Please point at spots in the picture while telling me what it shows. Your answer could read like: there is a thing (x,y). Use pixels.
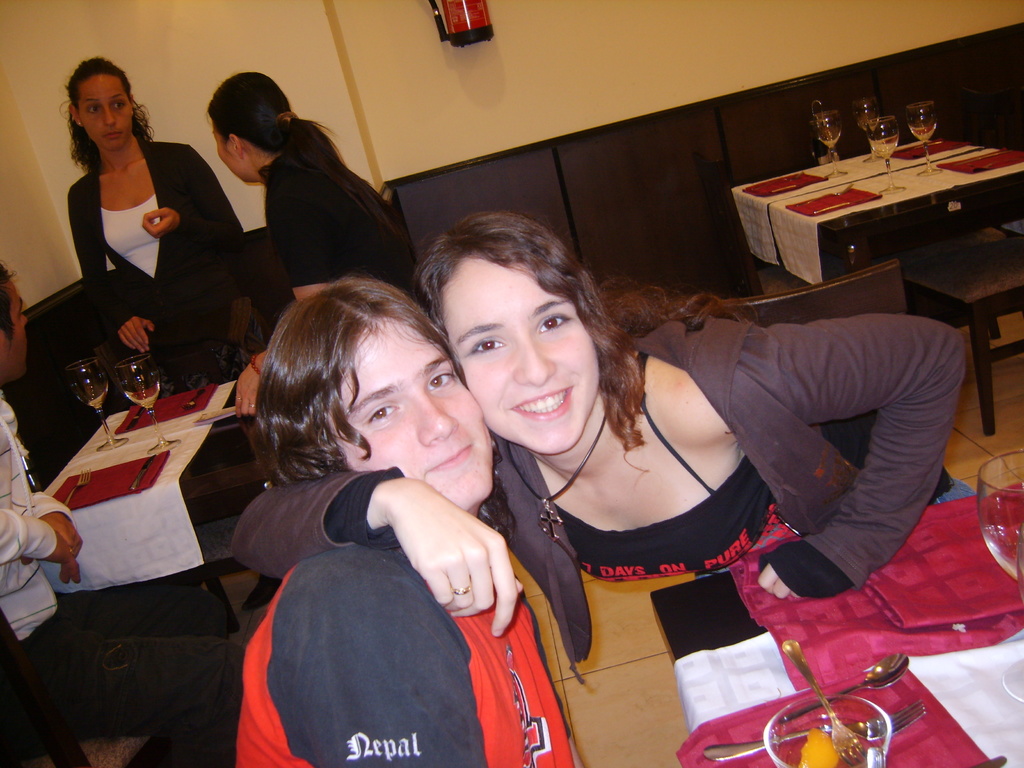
This image is clicked in a restaurant (168,527). There are five people (25,494) in the image. In the front (754,383), the woman (706,403) is wearing brown jacket (885,389) and smiling. In the front (955,666), there is a table (715,721), which is covered with a white cloth (972,688), on which food (813,732) is kept. At the background (596,101) there is a wall (428,61) on which a fire extinguisher (457,44) is kept.
